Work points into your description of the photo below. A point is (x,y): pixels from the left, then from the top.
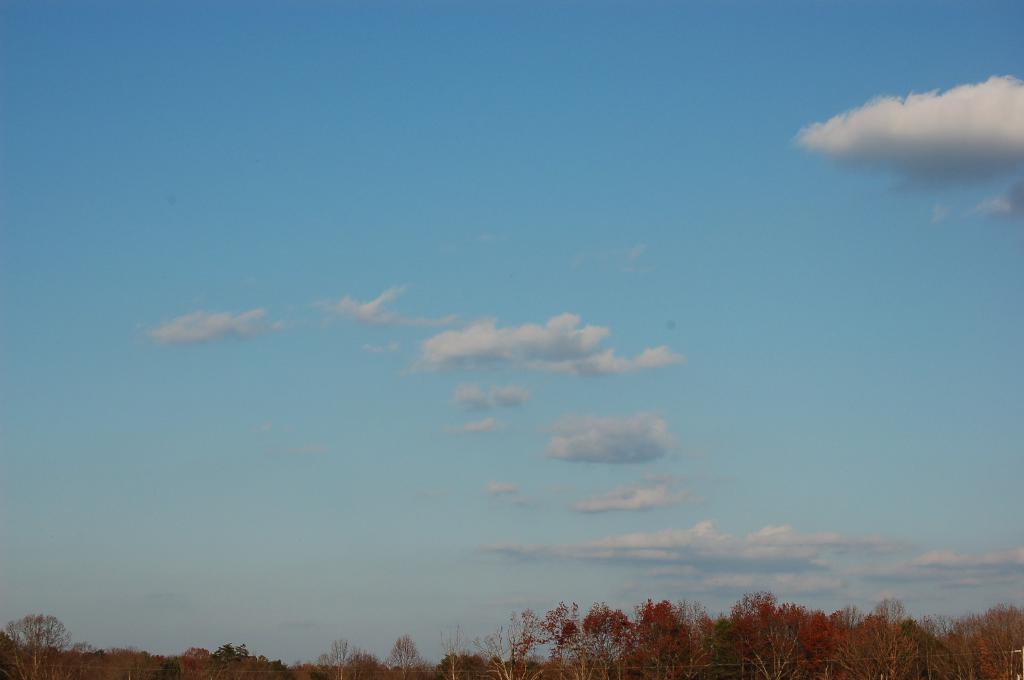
In this picture there are few trees (625,627) and the sky (729,386) is a bit cloudy.
